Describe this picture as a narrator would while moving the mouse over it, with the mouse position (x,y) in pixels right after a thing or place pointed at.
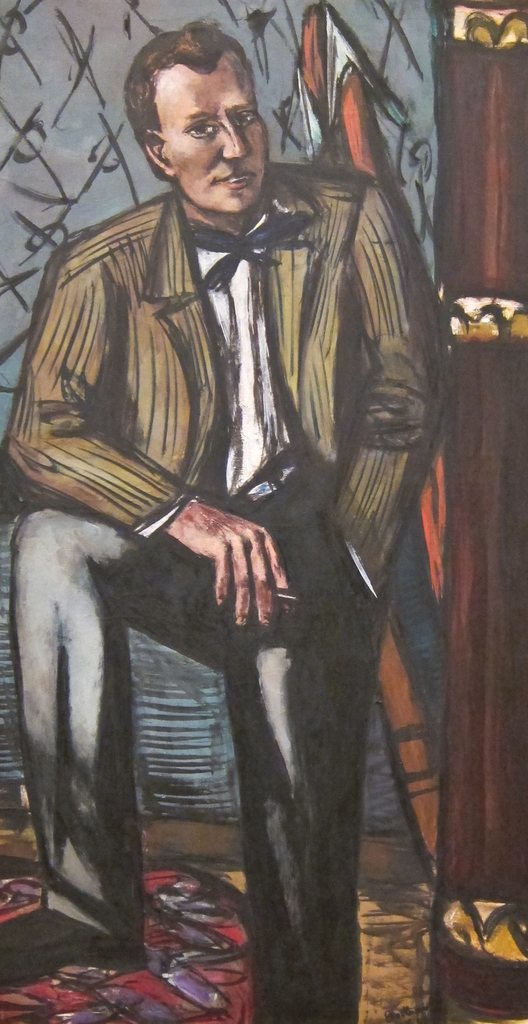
Here in this picture we can see a sketch (191,214) of a person (130,459) standing over a place (195,898) and it is also colored.
